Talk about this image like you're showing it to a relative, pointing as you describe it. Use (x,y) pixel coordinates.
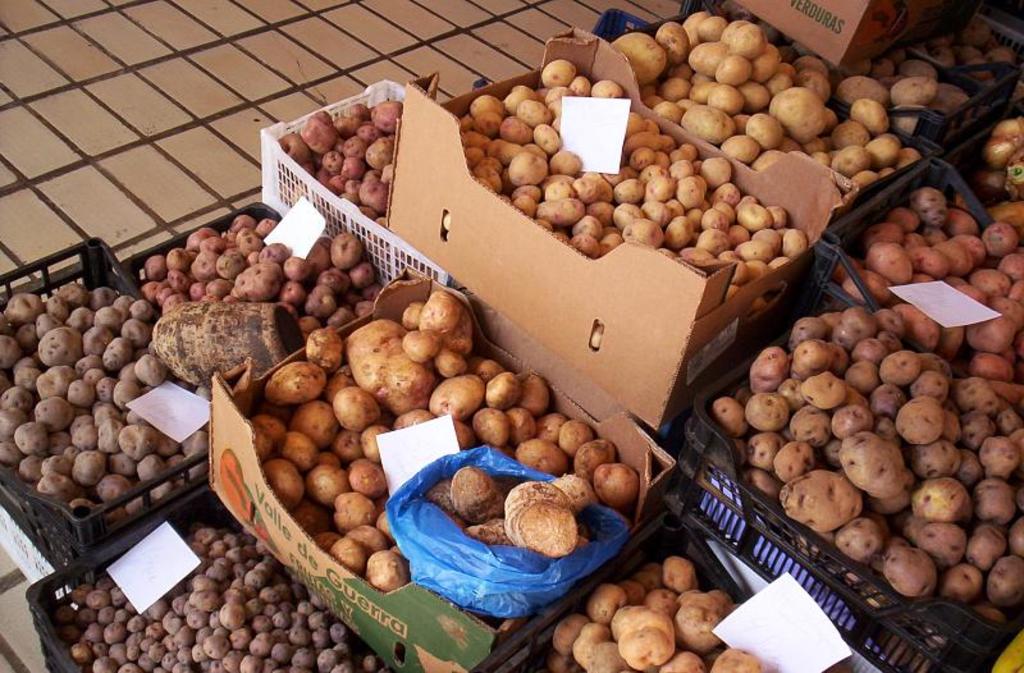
In this image there are trays (621,444) which contains potatoes (914,324) in it. In the trays (517,232) there are papers (607,148). At the bottom (458,563) there is a cover (544,574) in which there are potatoes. On the left side (246,239) there are two trays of potatoes (257,258).
